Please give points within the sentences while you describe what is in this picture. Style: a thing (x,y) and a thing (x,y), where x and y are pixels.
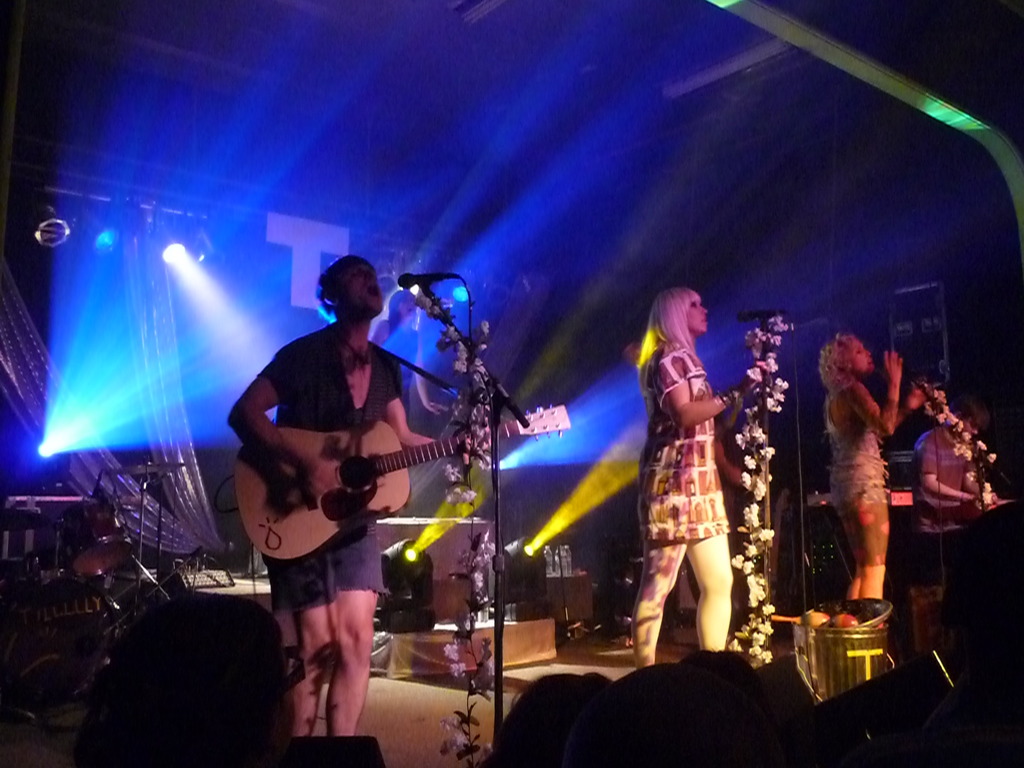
In the image we can see there is a man (354,567) who is holding a guitar (374,505) in his hand (477,440) and there are people (684,491) at the side of the man (326,616) who are standing in front of them there is a mike (753,313) with a stand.
